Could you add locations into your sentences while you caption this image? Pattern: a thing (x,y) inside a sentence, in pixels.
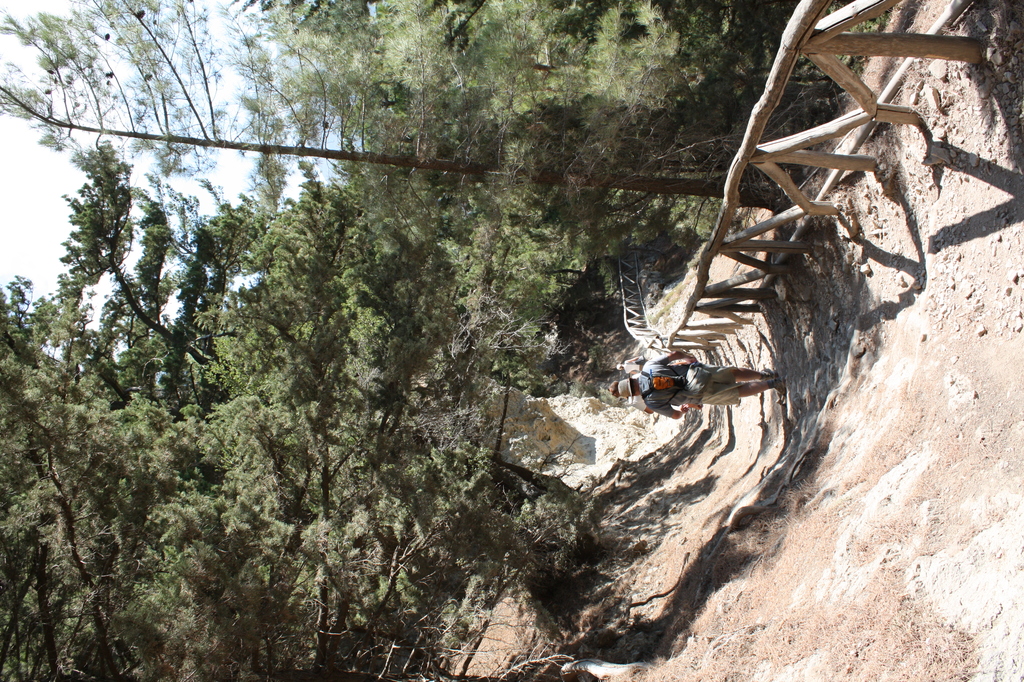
In this picture we can see there are two people (679,397) on the path (722,407) and on the right side of the people (642,360) there is a wooden fence (687,321) and trees (403,309). Behind the trees (267,272) there is a sky (52,200).
